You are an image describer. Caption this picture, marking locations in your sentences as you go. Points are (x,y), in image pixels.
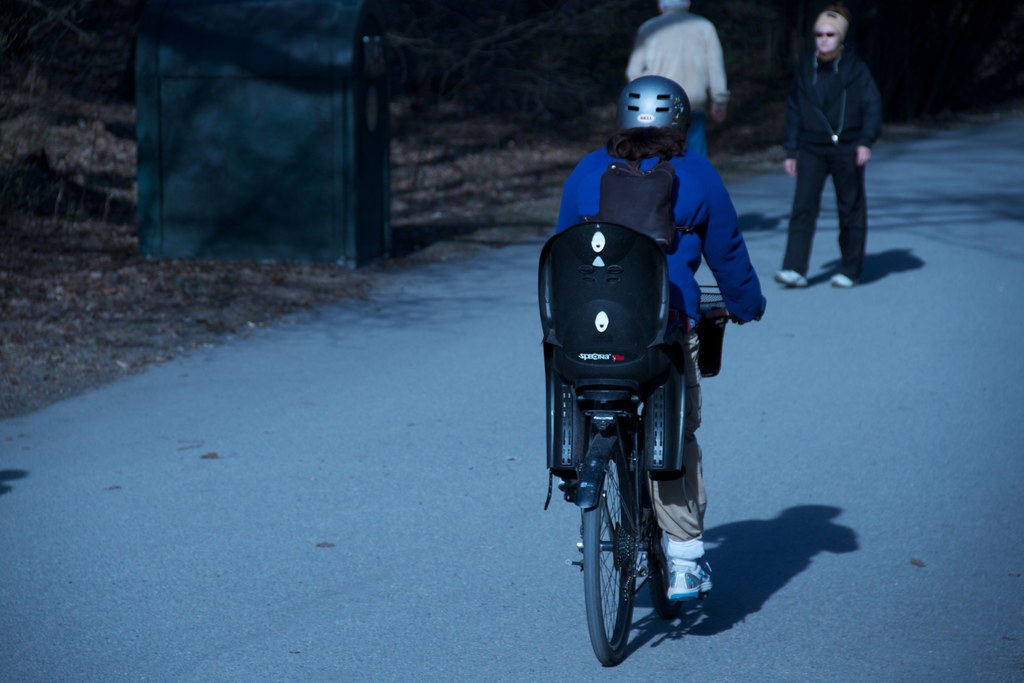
As we can see in the image, there are three persons (684,64). The person (630,141) in the front (663,313) is riding bicycle (659,537) and wearing shoes (686,582).
